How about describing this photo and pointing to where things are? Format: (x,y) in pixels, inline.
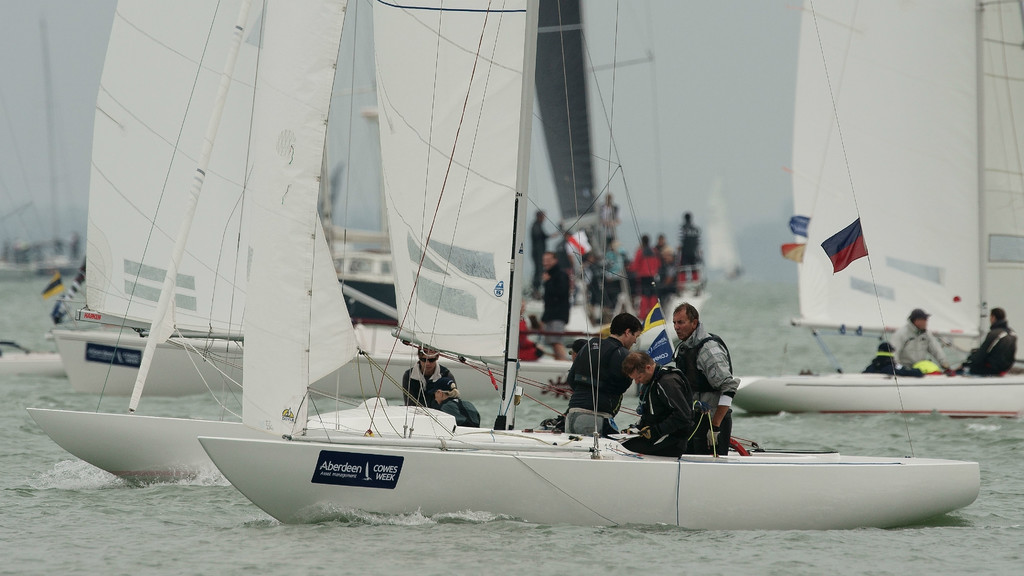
In the picture I can see people (723,412) sitting in the white color sailboats (455,449) are floating on the water (838,530). The background of the image (894,288) is slightly blurred, where I can see few more sailboats (913,287) in which people (1006,342) are sitting are floating on the water (995,572) and I can see the sky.
